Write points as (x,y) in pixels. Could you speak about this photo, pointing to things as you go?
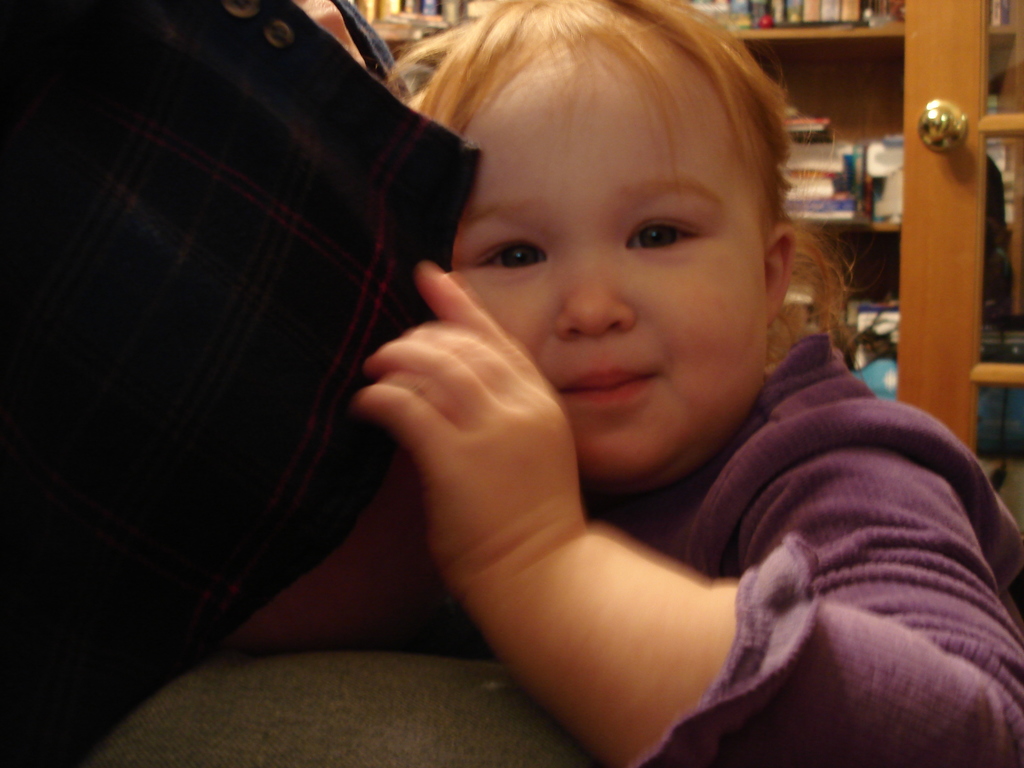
There is a kid (731,372) wearing violet dress (846,545) is holding a shirt (298,369) in front of her and there is a bookshelf (854,97) in the background (827,76).
